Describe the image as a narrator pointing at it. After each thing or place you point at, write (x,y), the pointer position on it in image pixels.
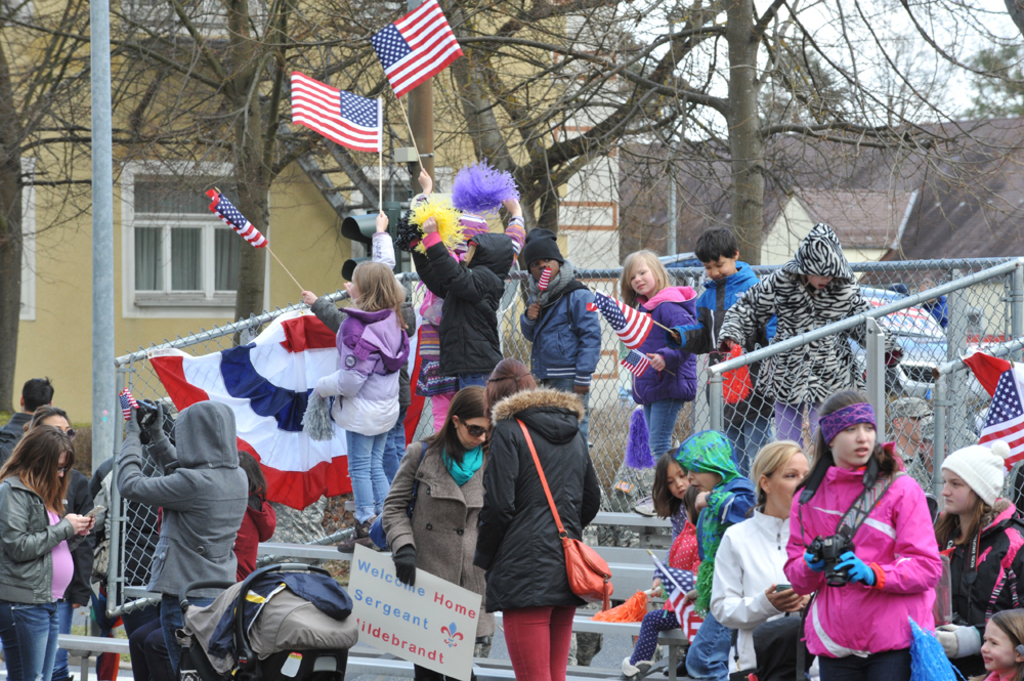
In this image we can see people (893,553) and some of the people (573,325) are holding the flags (388,29). In the background (506,52) we can see the building (439,106), houses (500,132) and also trees (672,99).
